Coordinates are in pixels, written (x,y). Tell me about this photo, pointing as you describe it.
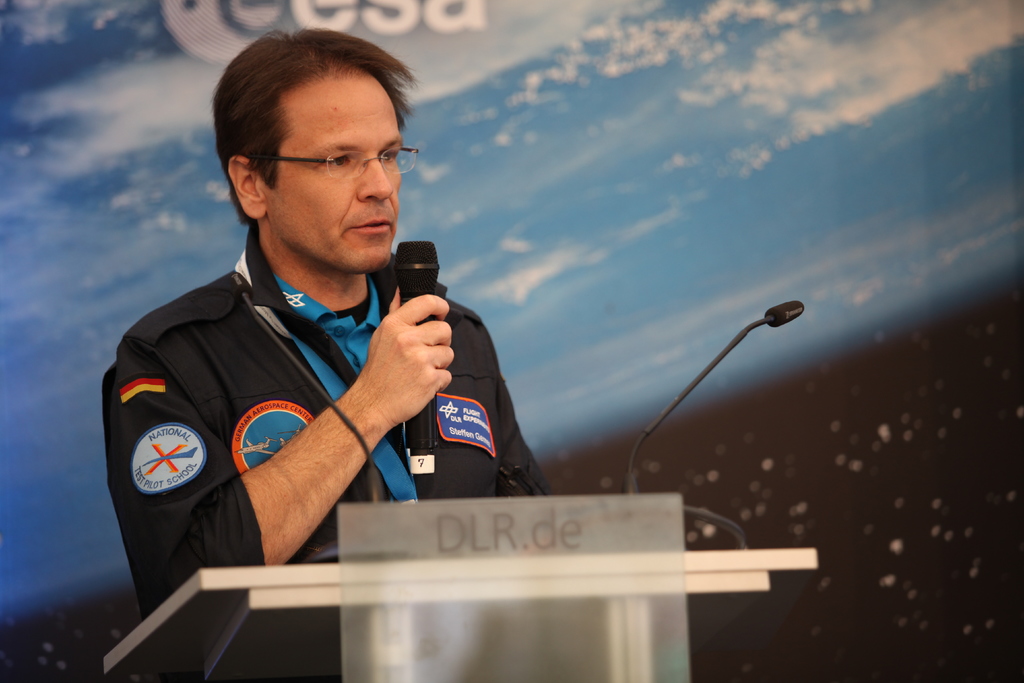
In this image we can see a person (453,365) standing beside a speaker stand (495,554) holding a mic (434,452). We can also see a mic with a stand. On the backside (629,235) we can see some text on a banner (623,226).
